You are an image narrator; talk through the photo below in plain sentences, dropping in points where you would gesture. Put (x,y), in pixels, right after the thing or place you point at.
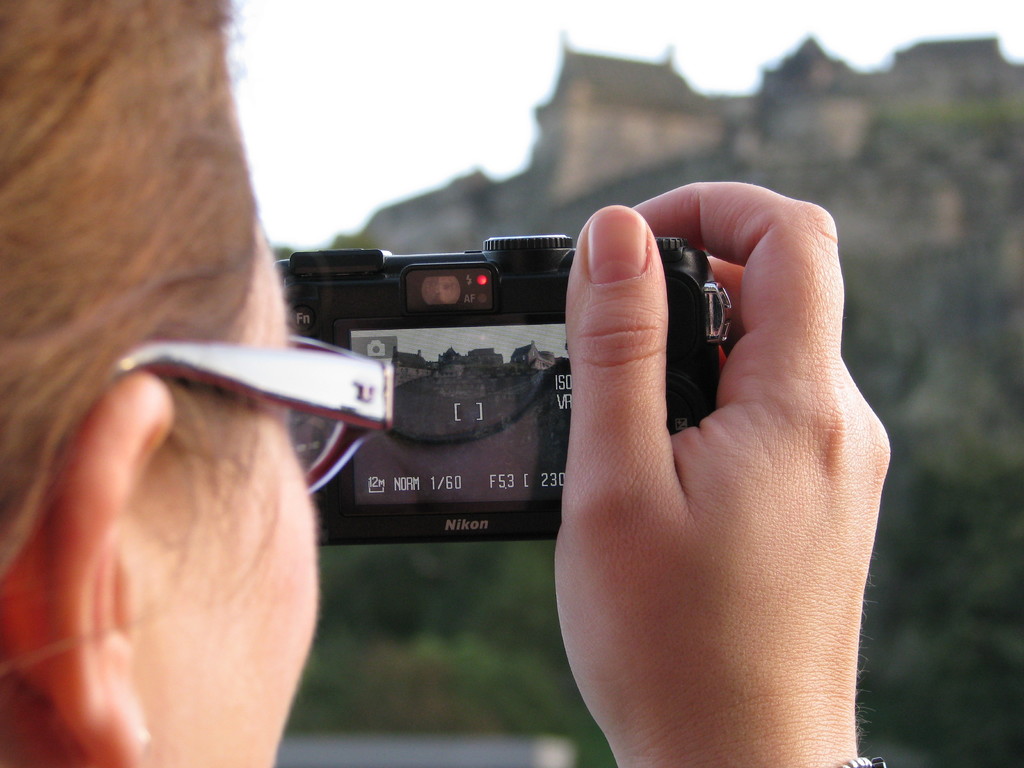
This is a person (276,662) holding a camera (442,331) and clicking the pictures. I think this is a spectacle (318,410). In the background (578,160), I think these are the buildings (671,149), which are at the top of a hill (889,257).
